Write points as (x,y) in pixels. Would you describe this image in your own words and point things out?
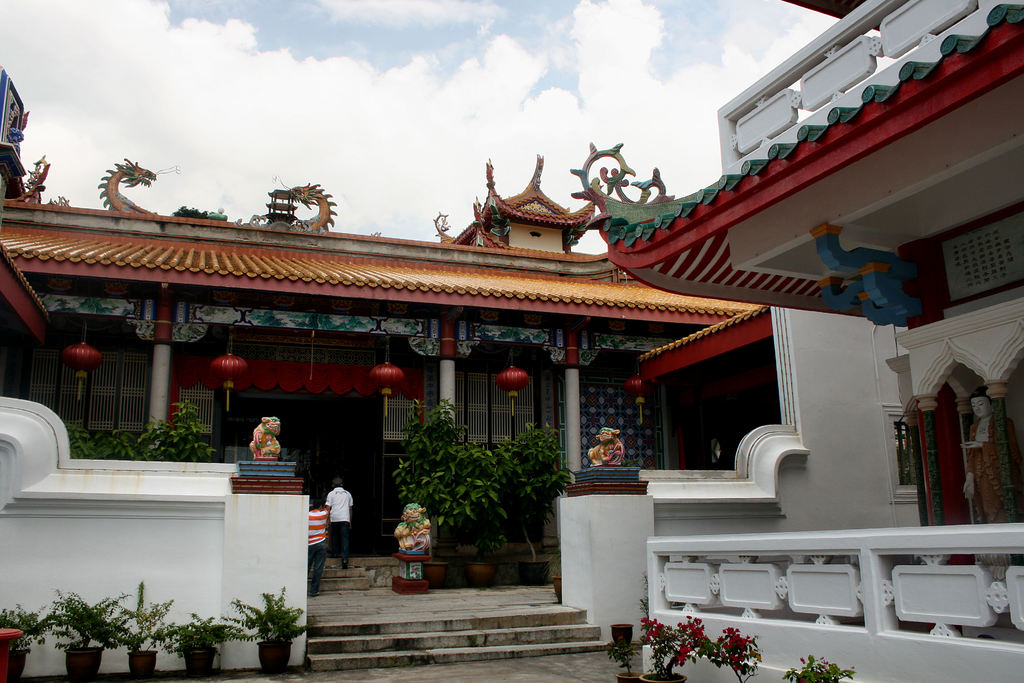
In this image I can see houseplants (111,633), fence (734,544), statues (261,439), two persons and buildings (324,307). At the top (383,139) I can see the sky (353,147). This image is taken may be during a day.
